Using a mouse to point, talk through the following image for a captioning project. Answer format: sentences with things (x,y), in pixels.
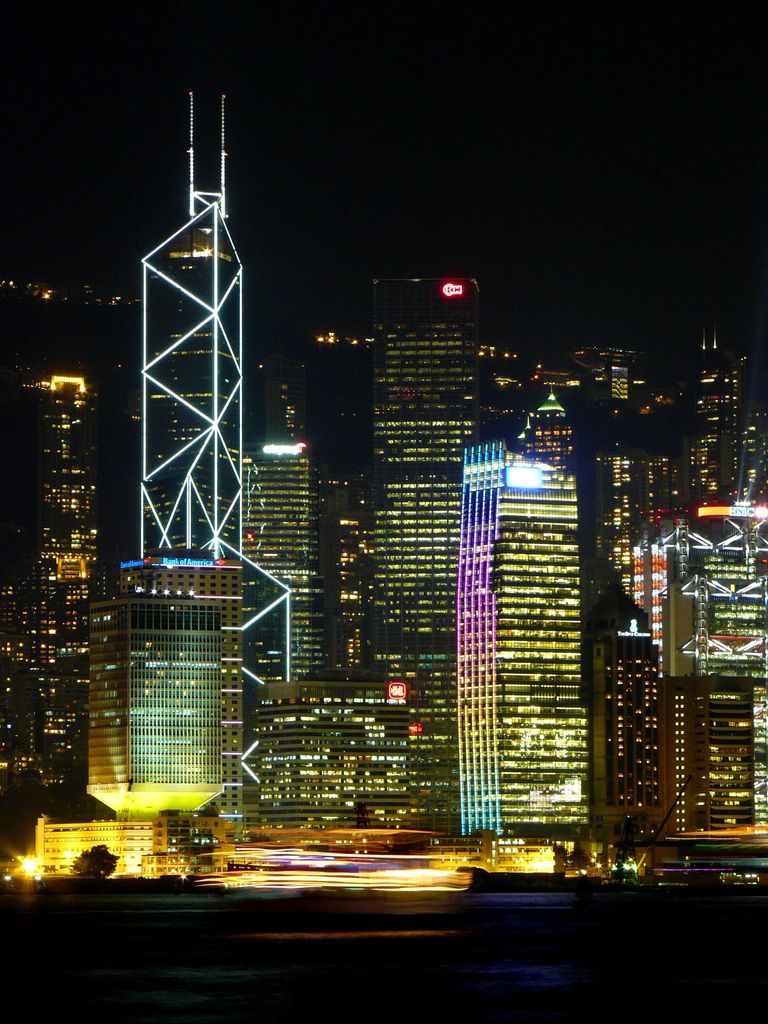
In this image we can see a group of buildings (496,665) with windows (530,753), lights (530,741) and a signboard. We can also see some trees (108,860), a fence (147,882) and the sky (376,205).
